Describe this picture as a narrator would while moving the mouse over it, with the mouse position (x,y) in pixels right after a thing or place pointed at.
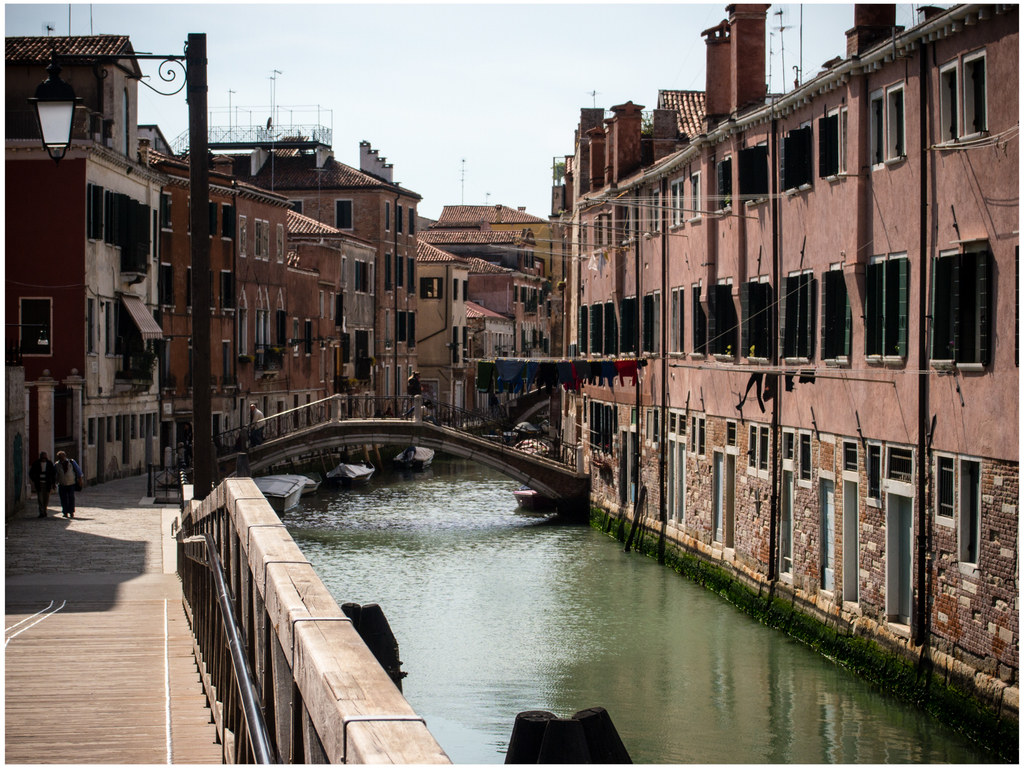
In this image we can see there are buildings (401,315) and bridge (431,441). And there are clothes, light pole (200,456), stones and boats (335,479) on the water (455,497). And there are two persons (71,500) walking on the ground (169,557). And there is the wall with stairs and the sky (476,85).
